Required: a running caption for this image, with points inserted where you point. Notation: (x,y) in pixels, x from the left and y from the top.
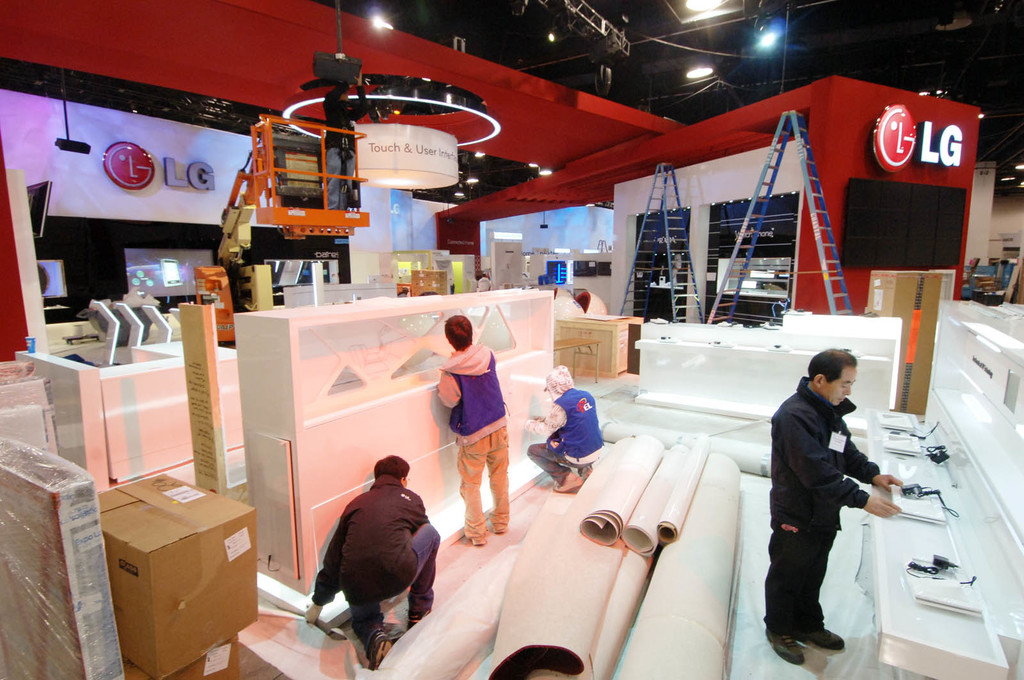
This image consists of many persons (824,645). On the right (793,461), there is a man (793,461) wearing a black jacket (830,503) is standing. In the middle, there are sheets rolls (591,552). On the left (115,534), there are boxes (115,534). In the front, we can see a man (349,116) standing on a crane (306,236). On the right (775,180), there are ladders (767,194). At the top (788,110), there is a roof (768,96) along with the lights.
